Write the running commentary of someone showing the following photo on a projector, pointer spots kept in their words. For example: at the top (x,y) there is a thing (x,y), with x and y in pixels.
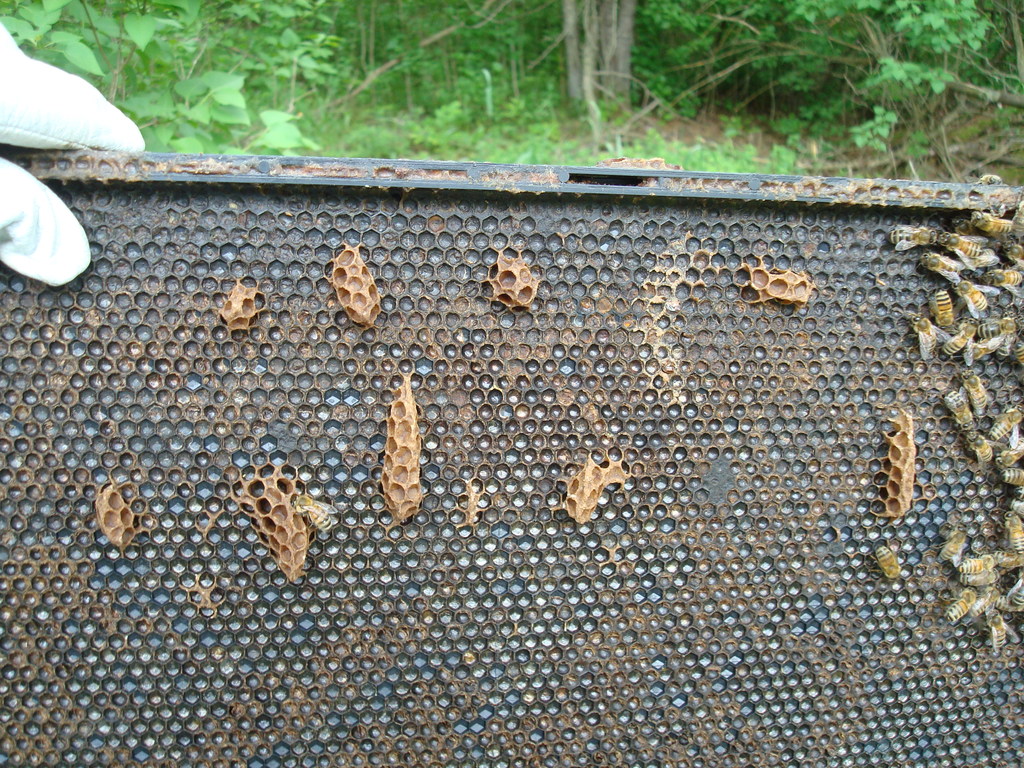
In this image I can see a black color board (688,299). I can see few insects (974,291) on it. They are in brown, yellow and white. I can see a person hand (63,110) on it. Back Side I can see a trees (269,114).
